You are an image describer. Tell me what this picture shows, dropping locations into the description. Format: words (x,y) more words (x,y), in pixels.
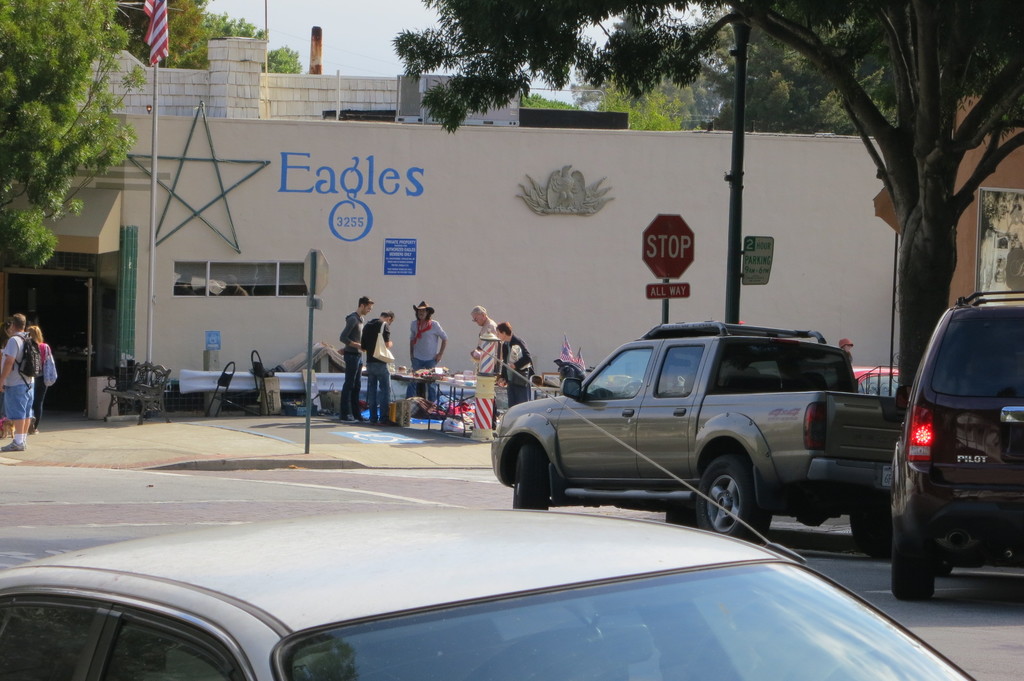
In this image there is a road (100,499) at the bottom (8,567). There are people (29,351) and trees (57,19) on the left corner (22,237). There is a vehicle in the foreground (528,599). There are vehicles (839,387), trees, a pole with text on the right corner (900,347). There are buildings (479,217), there is a pole (153,186) with flag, there are people (433,356), tables (443,382) with objects (392,368), trees (588,75) in the background (637,117). There is sky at the top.
